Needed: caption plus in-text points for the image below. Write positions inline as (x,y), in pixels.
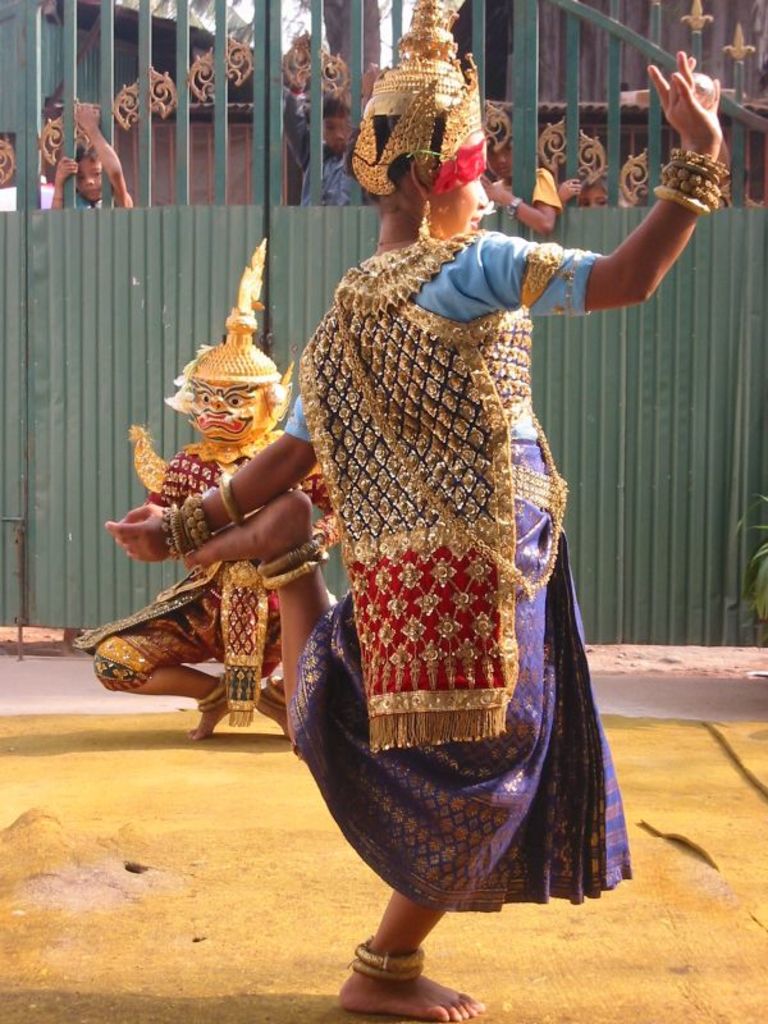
In this image I can see a person (485,510) wearing blue and violet dress (481,282) is standing and I can see she is wearing few gold ornaments (423,115). In the background (583,198) I can see another person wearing a costume (208,464), the metal fence (141,360), few persons (83,111) on the other side of the metal fence (489,125).
